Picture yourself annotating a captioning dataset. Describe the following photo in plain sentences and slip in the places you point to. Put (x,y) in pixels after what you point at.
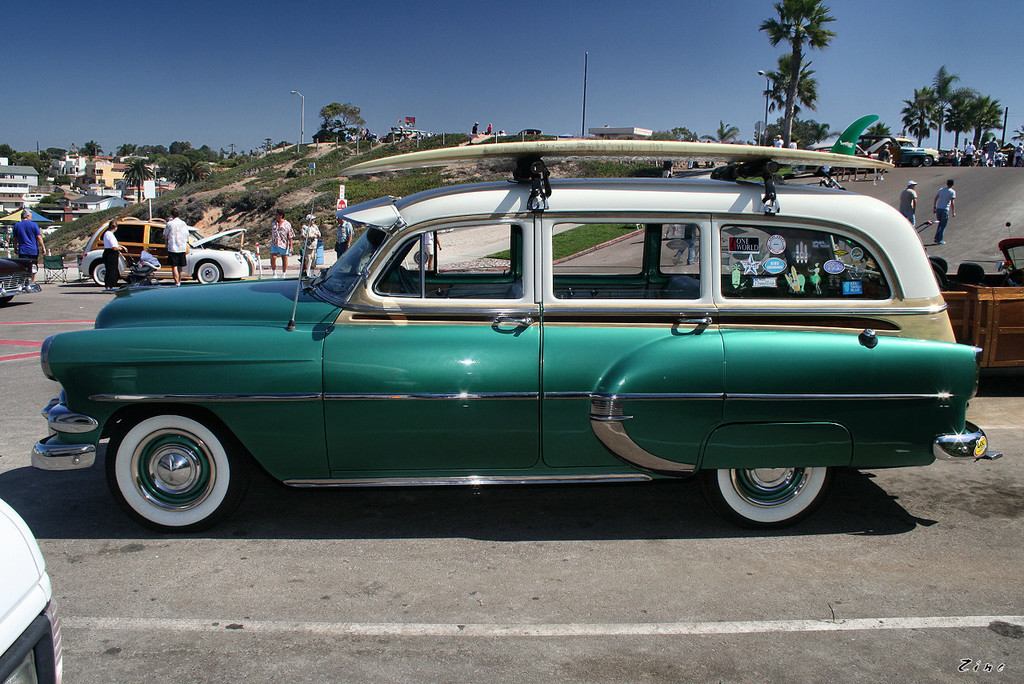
In this image I can see vehicles (371,405). There are people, buildings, trees (795,96), lights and there are some objects (60,265). Also in the background (460,57) there is sky (363,105).
